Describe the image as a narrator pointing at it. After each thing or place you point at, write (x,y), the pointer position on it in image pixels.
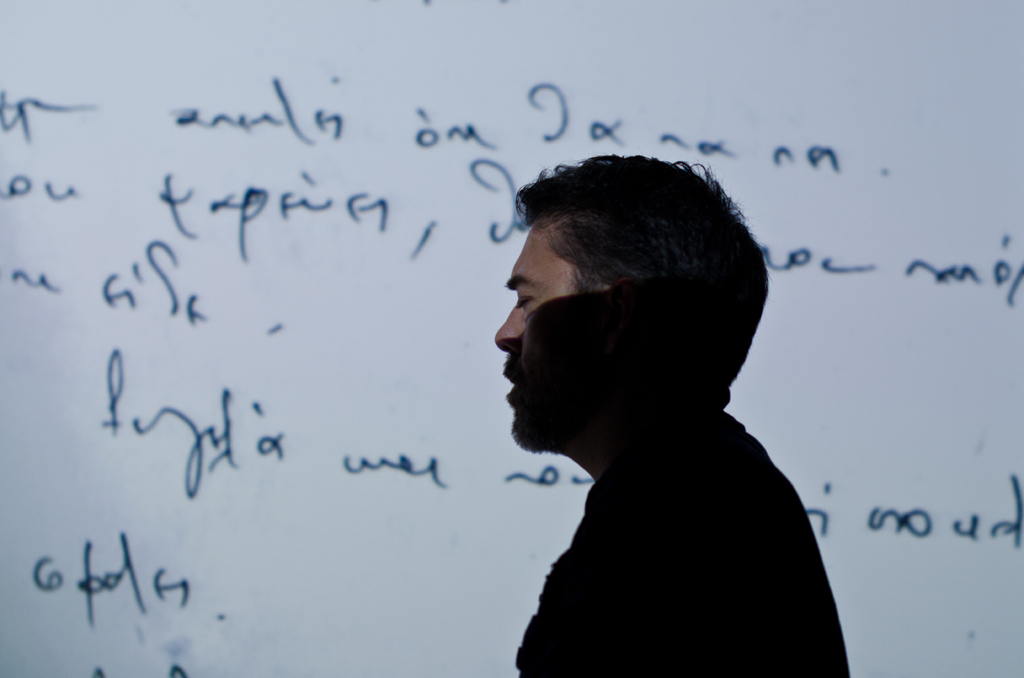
In the center of this picture (582,329) we can see a man (634,404) seems to be walking. In the background (859,174) we can see the text (296,186) on a white color object (321,458) which seems to be the board (460,214).
